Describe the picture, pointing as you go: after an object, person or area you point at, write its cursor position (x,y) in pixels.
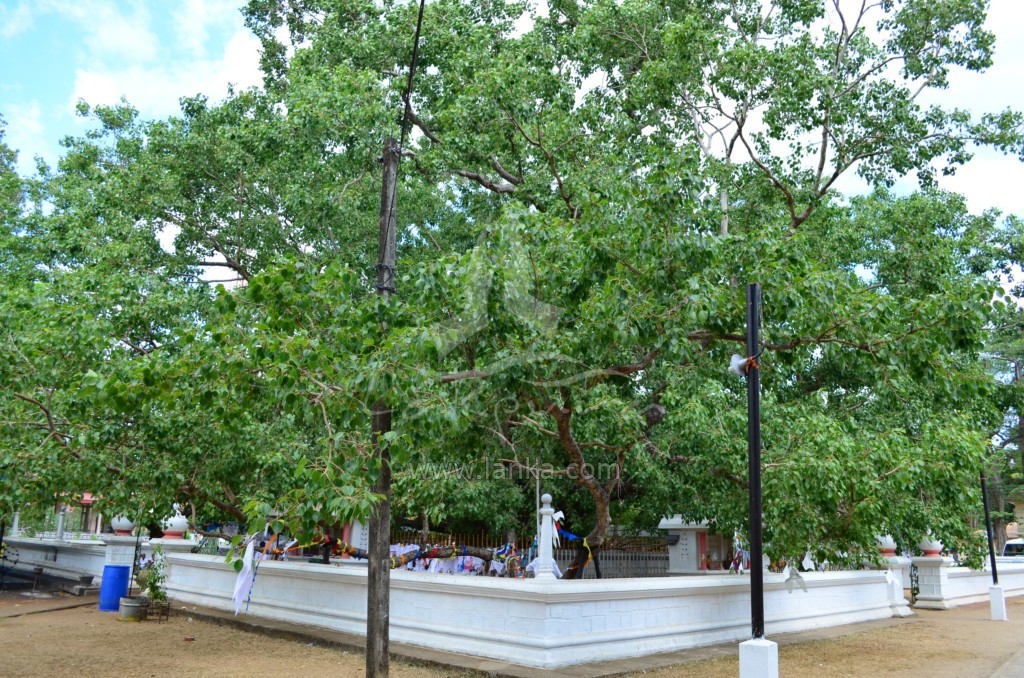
In this image we can see a group of trees (547,459), a wall (525,583) with pillars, poles (376,596), a drum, a pot (137,605) with a plant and the sky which looks cloudy.
